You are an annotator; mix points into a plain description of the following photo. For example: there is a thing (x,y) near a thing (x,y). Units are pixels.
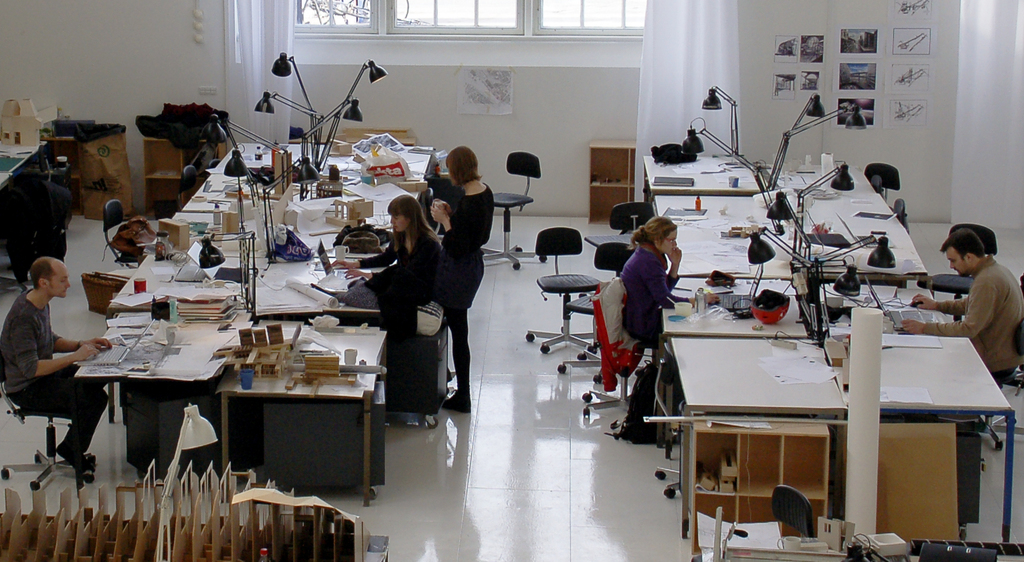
This is a picture taken in a room (918,184), there are a group of people (54,345) sitting on chair (1021,380) in front of the people (33,328) there is a table (730,344) on the table (765,330) there are lamp (759,259), bottle (697,209), file (692,182), cup (737,182), paper (704,174), polythene cover (397,173) and books (205,306). Background of this table (308,236) is a curtain (677,54), and a wall (758,37) and also glass window (557,17).
